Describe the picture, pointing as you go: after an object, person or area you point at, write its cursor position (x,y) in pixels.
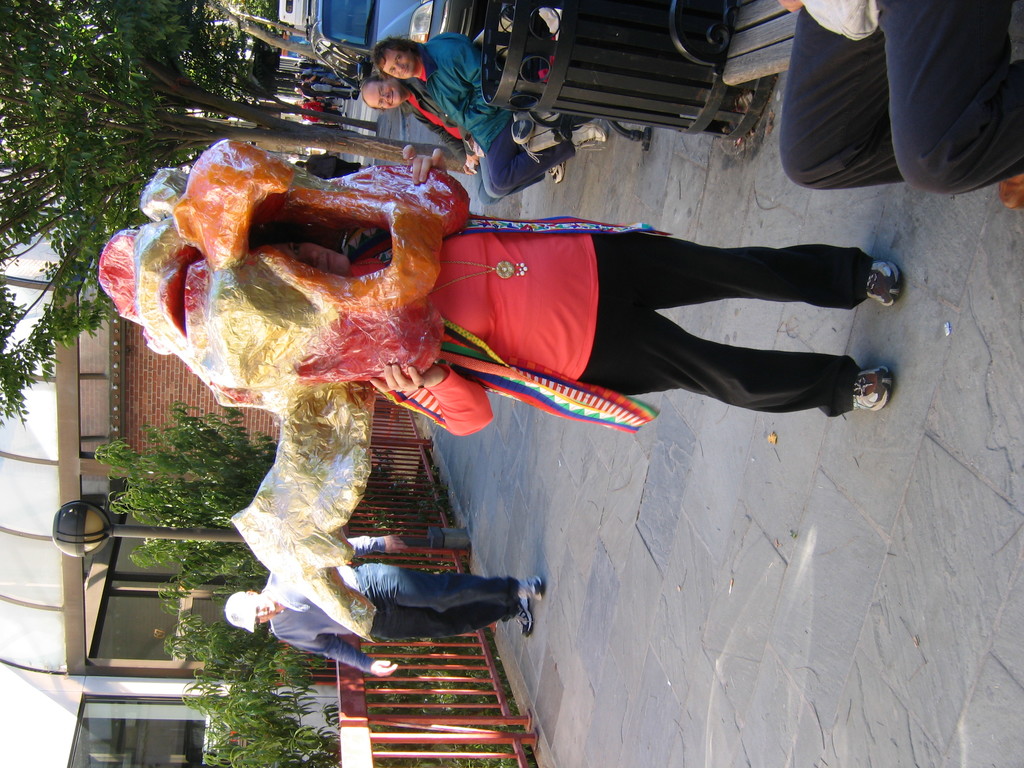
This picture we can observe a person (611,346) standing on the floor (653,474), wearing a mask (250,299) on the head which is looking big. There are some people (449,88) sitting on the benches (726,58). We can observe a person (378,611) here. There is a railing (378,689) beside him. In the background (239,567) there are trees (86,302), street light pole (89,523) and a building (99,398).
